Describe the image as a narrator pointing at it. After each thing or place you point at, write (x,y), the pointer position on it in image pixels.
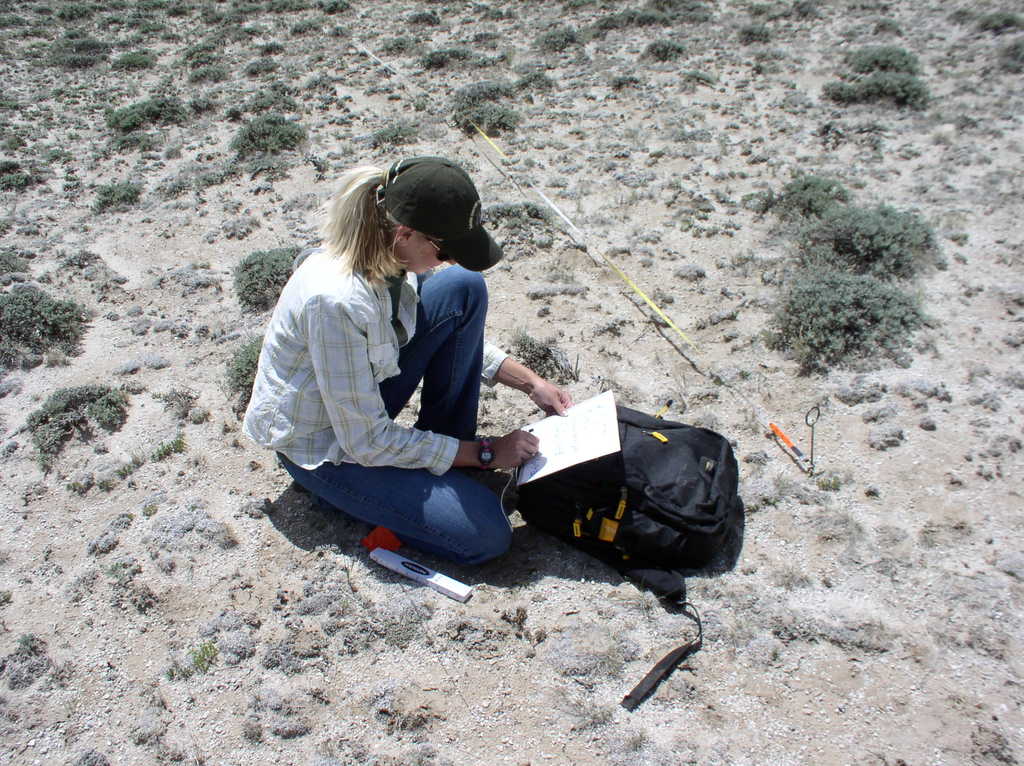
In this image I can see a woman (414,297) wearing a cap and holding a paper (586,446) in front of her there is a bag (659,502), beside her there is a small packet (388,563), there are small bushes (79,316) visible on the land (48,111), there might be a rope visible in the middle (646,299).
